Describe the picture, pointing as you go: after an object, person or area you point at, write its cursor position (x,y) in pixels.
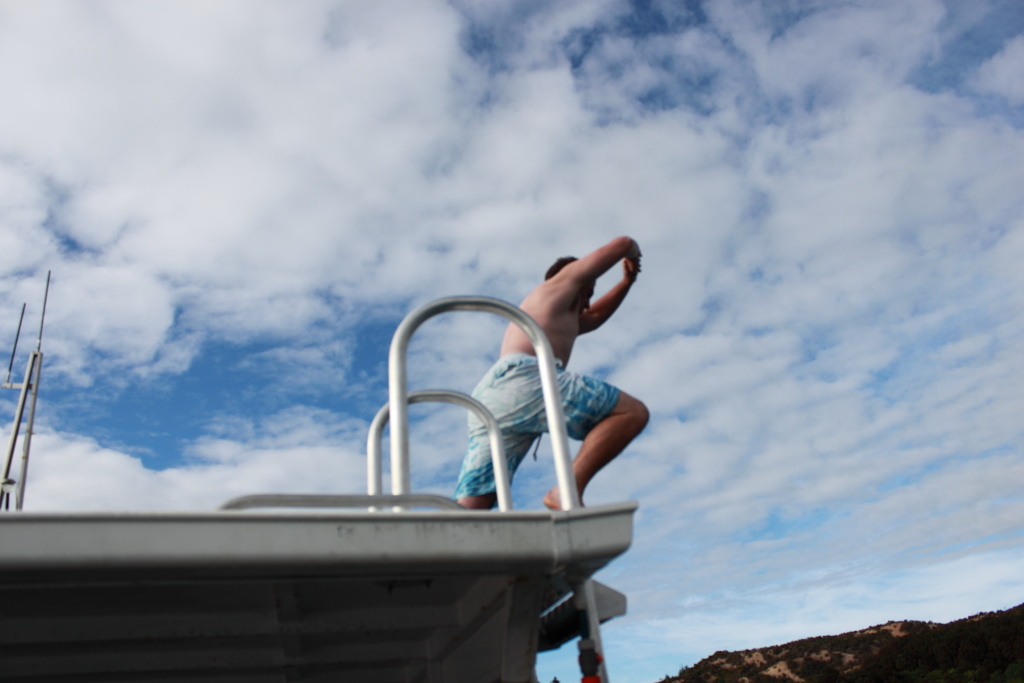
In this image there is a person (468,481) standing on the metal platform (333,566). There are metal rods (410,401) attached to the platform (525,549). On the right side of the image (877,636) there are mountains (839,635). In the background of the image (820,288) there is sky (842,323).
